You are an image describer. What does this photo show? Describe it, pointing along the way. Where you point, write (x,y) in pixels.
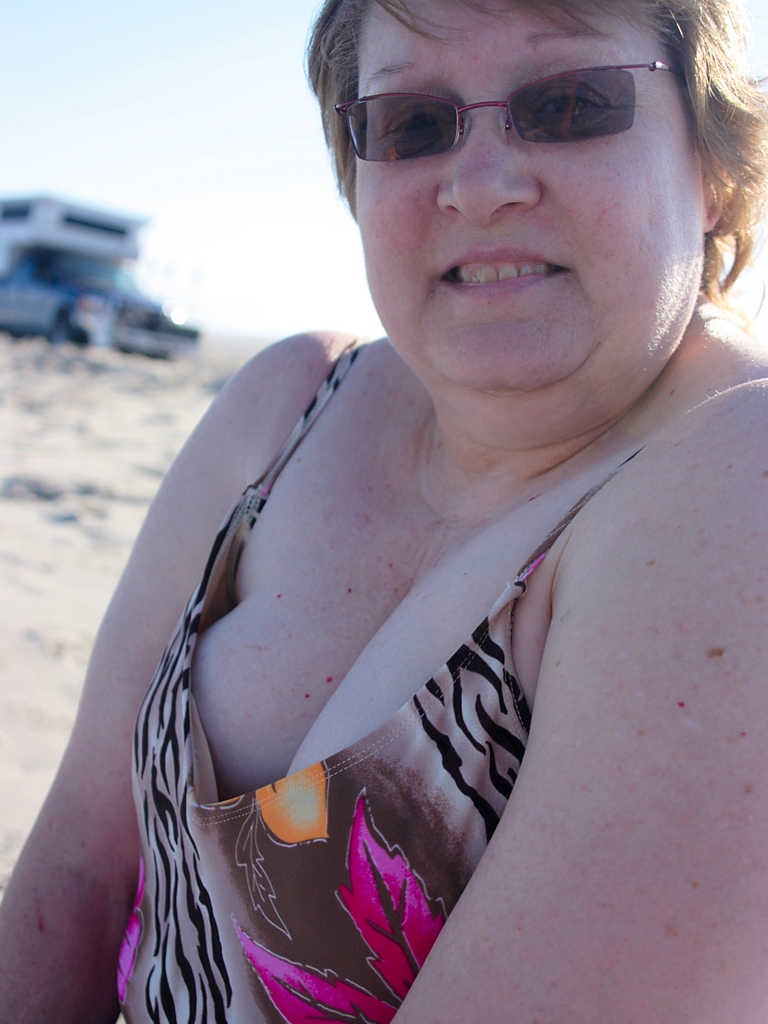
In this picture we can see a woman (553,732) in the front (532,697), in the background (75,270) there is a vehicle (82,233), we can see the sky (142,66) at the top of the picture (99,35), this woman (536,218) wore spectacles (602,84).
